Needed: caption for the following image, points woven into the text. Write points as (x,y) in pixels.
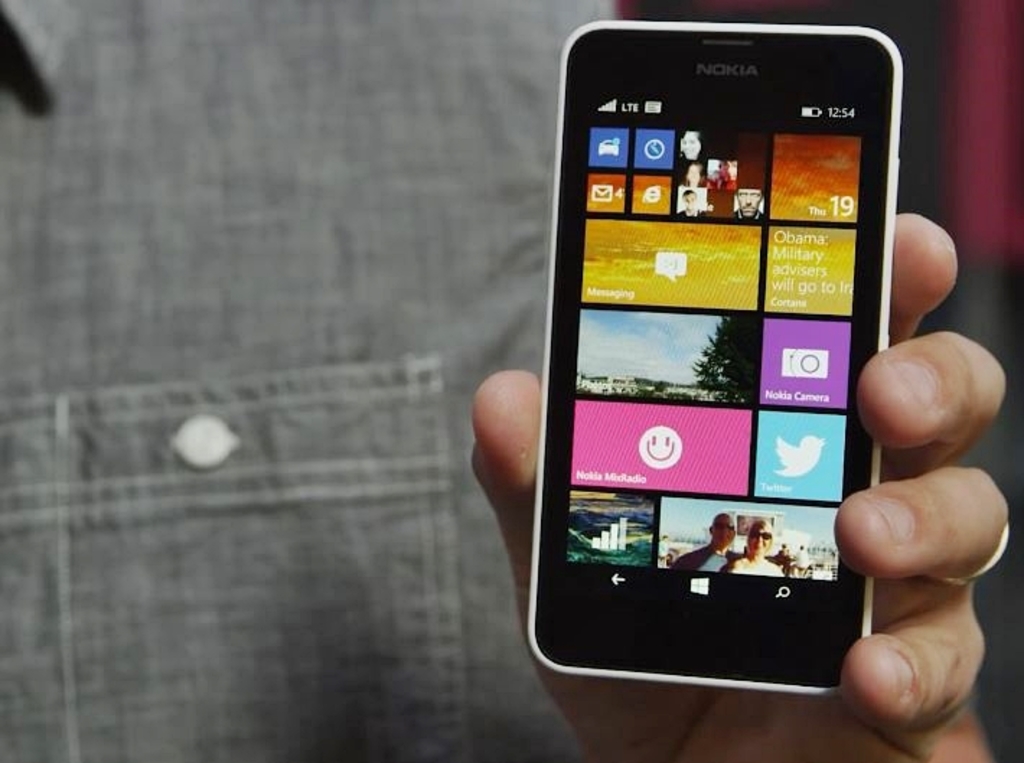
In this picture we can see a person (313,382) holding a mobile phone (695,634), we can see a screen (725,334) here.
